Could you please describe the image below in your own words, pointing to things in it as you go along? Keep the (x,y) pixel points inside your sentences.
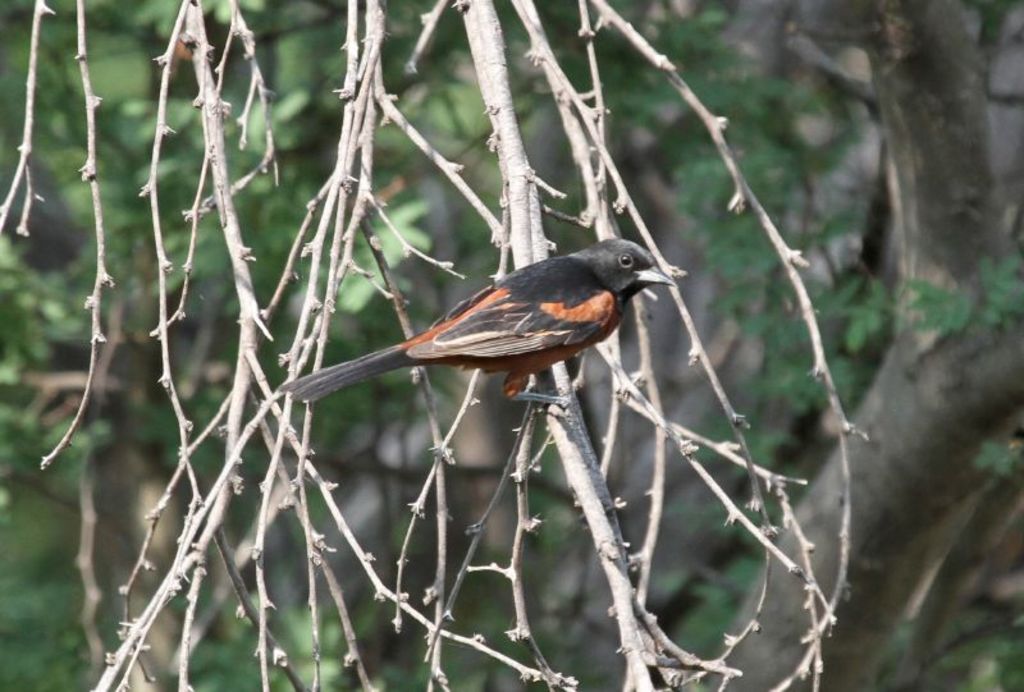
In the center of the image (481,299) there is a bird (550,344) on the tree (579,486). In the background (554,450) there are trees (631,154).
